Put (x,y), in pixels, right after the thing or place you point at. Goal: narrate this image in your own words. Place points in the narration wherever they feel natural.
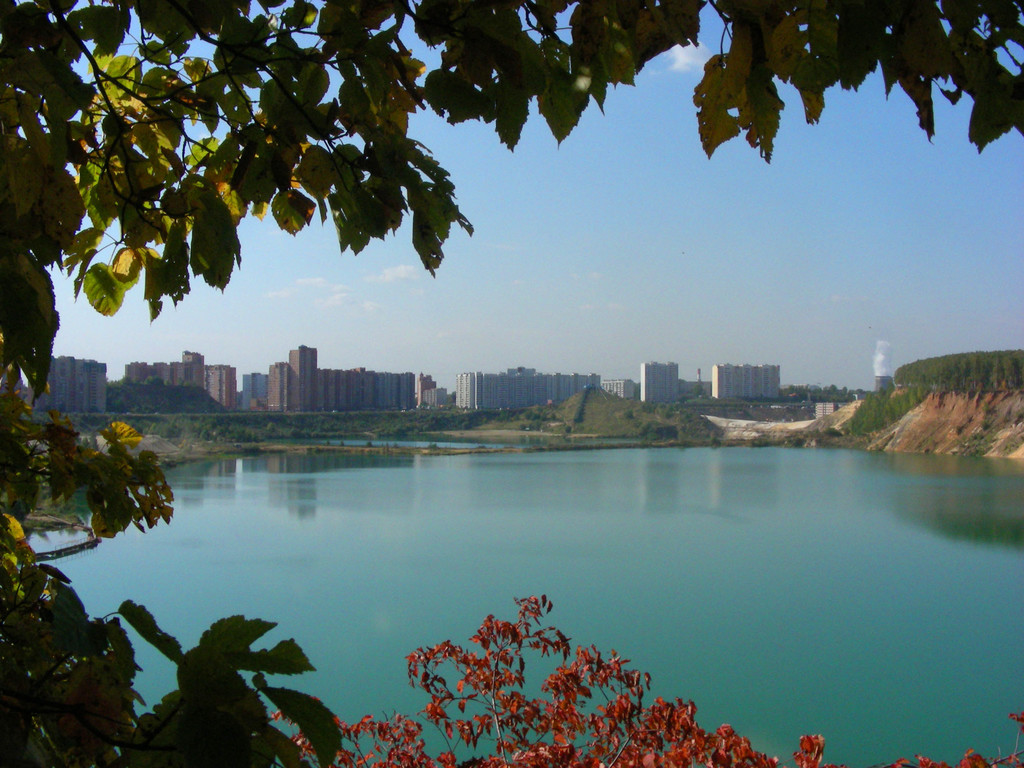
In the center of the image (454,502) there is a lake (515,531) and we can see trees (94,207). In the background (381,401) there are buildings (365,403) and sky (710,258). On the right (926,412) we can see a rock (948,426).
